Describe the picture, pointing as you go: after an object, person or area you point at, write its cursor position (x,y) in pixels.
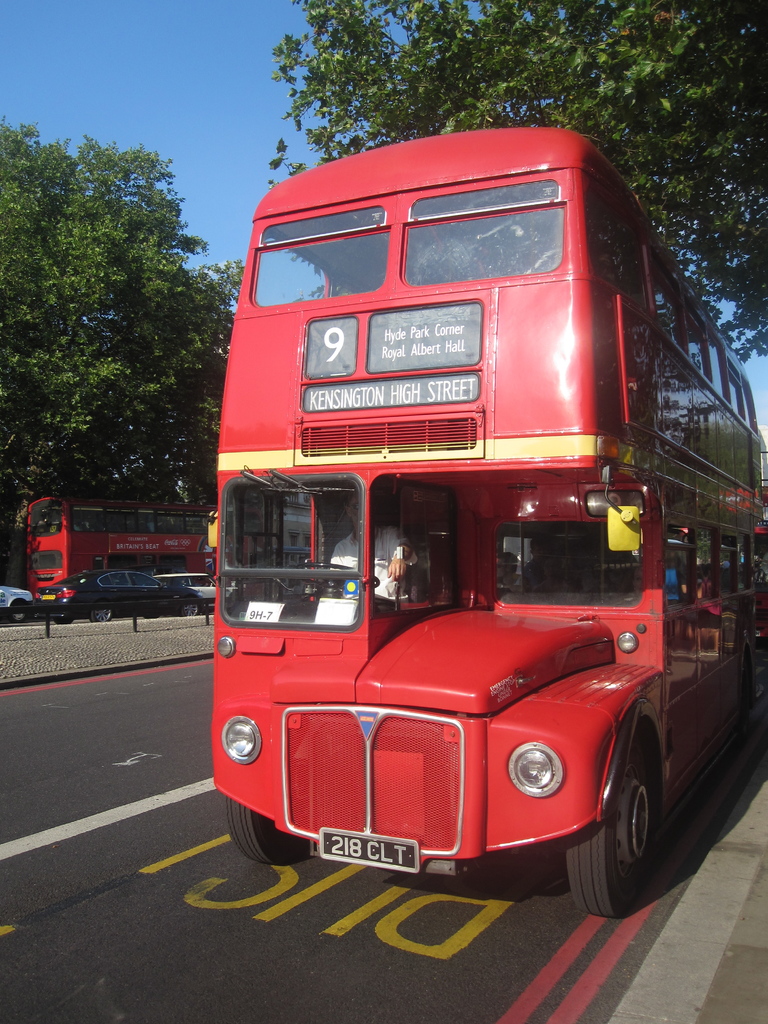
In the foreground of the picture (650,746) I can see a red color double Decker bus (676,505) on the road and there is a man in the bus (354,742). There are trees (145,281) on the left side (87,333) and the right side (668,15) as well. I can see three cars (163,594) and another red color bus (51,554) on the road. The sky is blue.
